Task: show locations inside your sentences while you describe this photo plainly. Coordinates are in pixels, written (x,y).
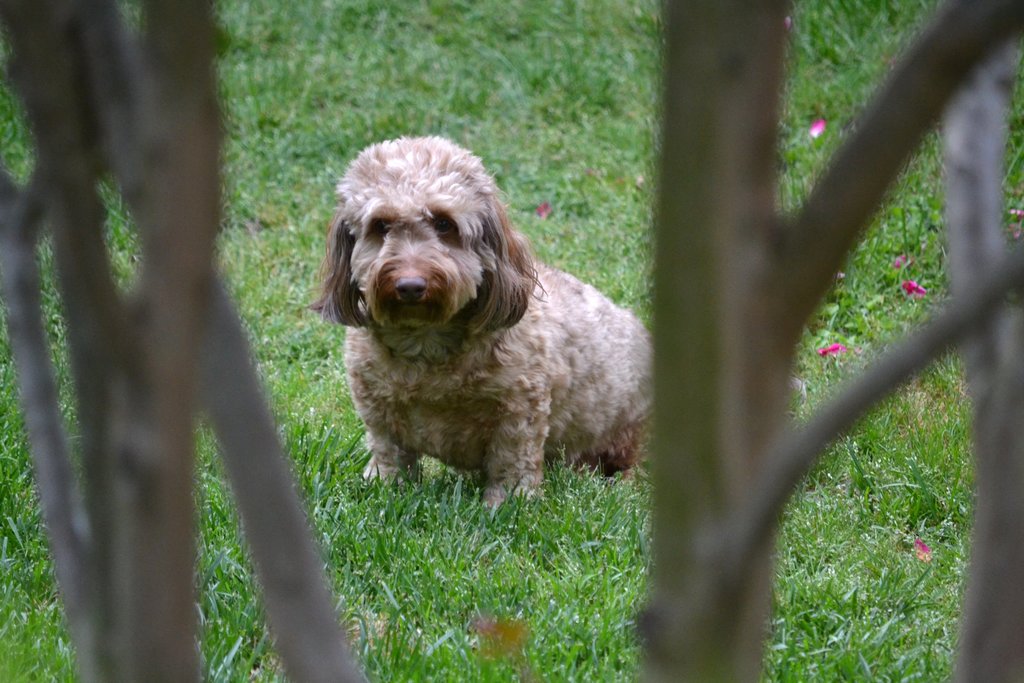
In this image, I can see a dog (523,473) on the grass (509,501). On the left (176,425) and right side of the image (771,452), these are looking like branches (839,172).
